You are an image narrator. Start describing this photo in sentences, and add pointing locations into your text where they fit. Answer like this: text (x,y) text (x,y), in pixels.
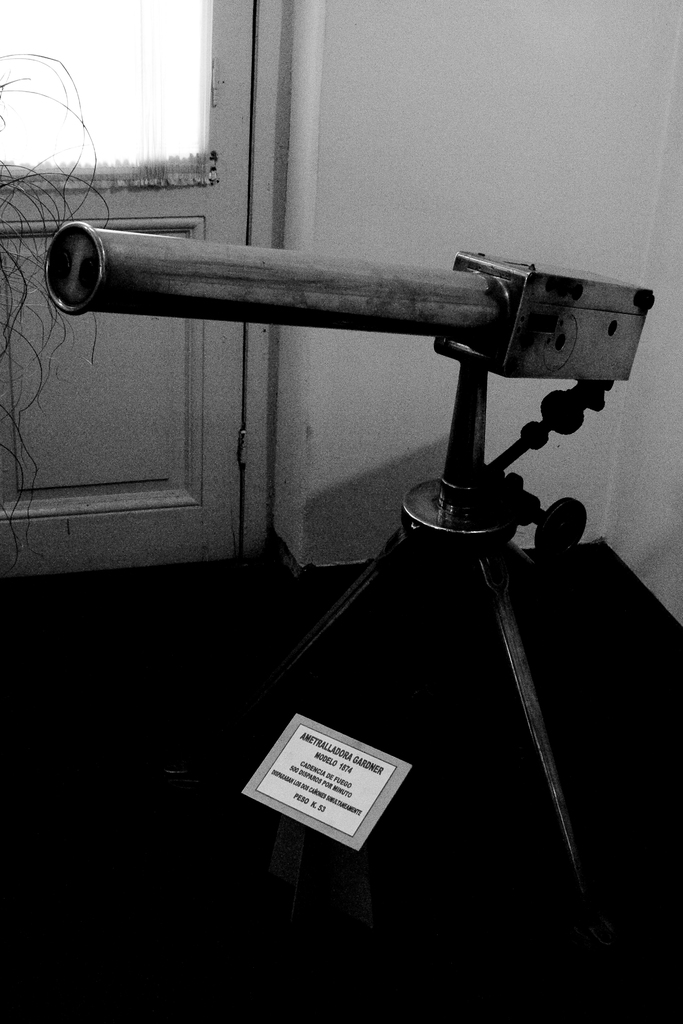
This is a black and white pic. There is an object (339,292) on a stand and a tag (281,805) on the floor (475,855). In the background (299,403) we can see a door (164,472) and wall (290,222).
